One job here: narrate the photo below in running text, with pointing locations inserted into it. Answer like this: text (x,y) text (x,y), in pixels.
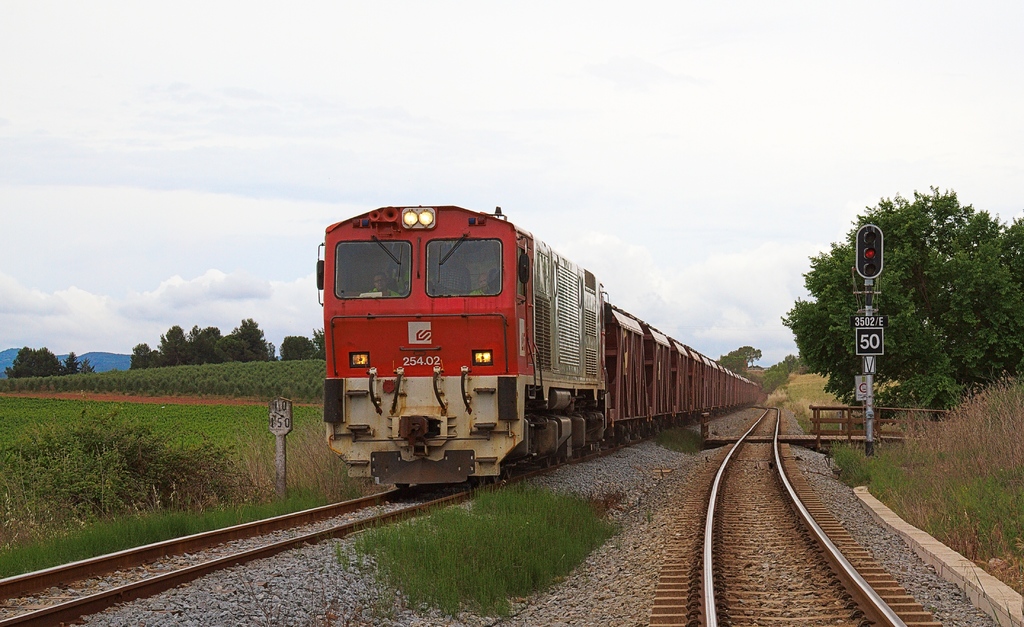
In the center of the image (505,380) we can see train (511,415) on the railway track (152,565). On the right side of the image (924,353) we can see traffic signal (867,399), trees (851,392), railway tracks (761,541). In the background (109,317) we can see hills (4,355), trees (157,383), grass (143,415), sky (155,257) and clouds (162,226).
